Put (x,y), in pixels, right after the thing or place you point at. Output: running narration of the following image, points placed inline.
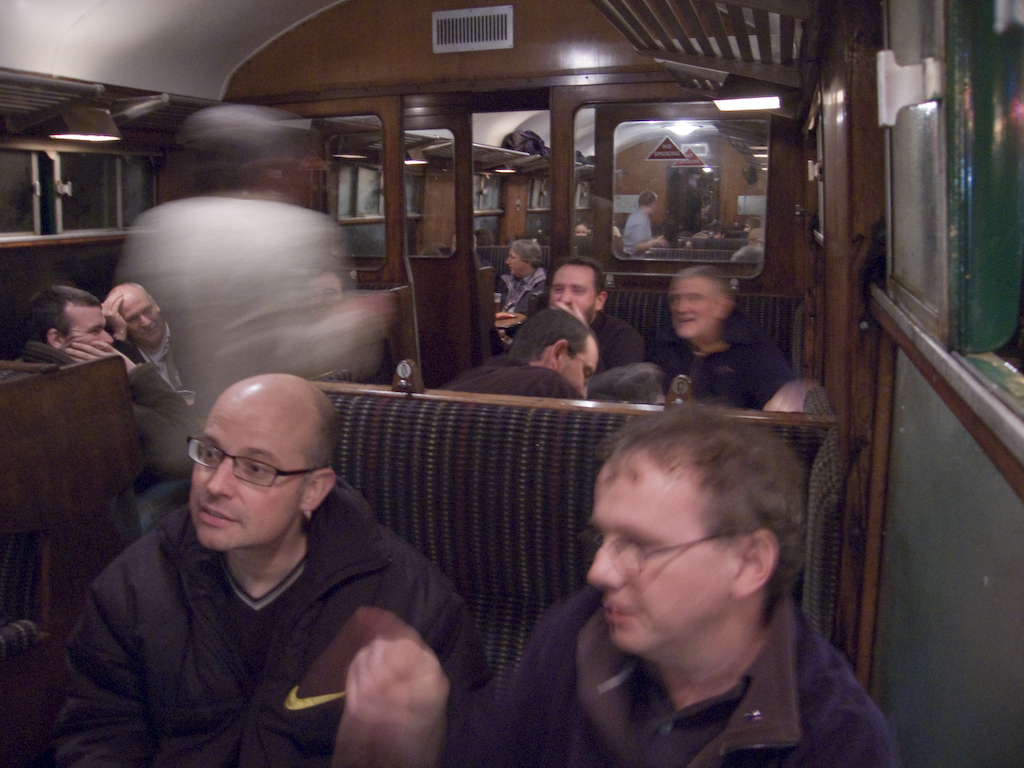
This picture is taken inside the train (634,194). At the bottom (212,696), there are two men (517,712) sitting on the seat (555,521). Behind them, there are group of people (552,281) sitting in another seats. At the top (476,155), there is an entrance (479,151) between two compartments (568,216). Towards the right (965,318), there is a window (987,257).
